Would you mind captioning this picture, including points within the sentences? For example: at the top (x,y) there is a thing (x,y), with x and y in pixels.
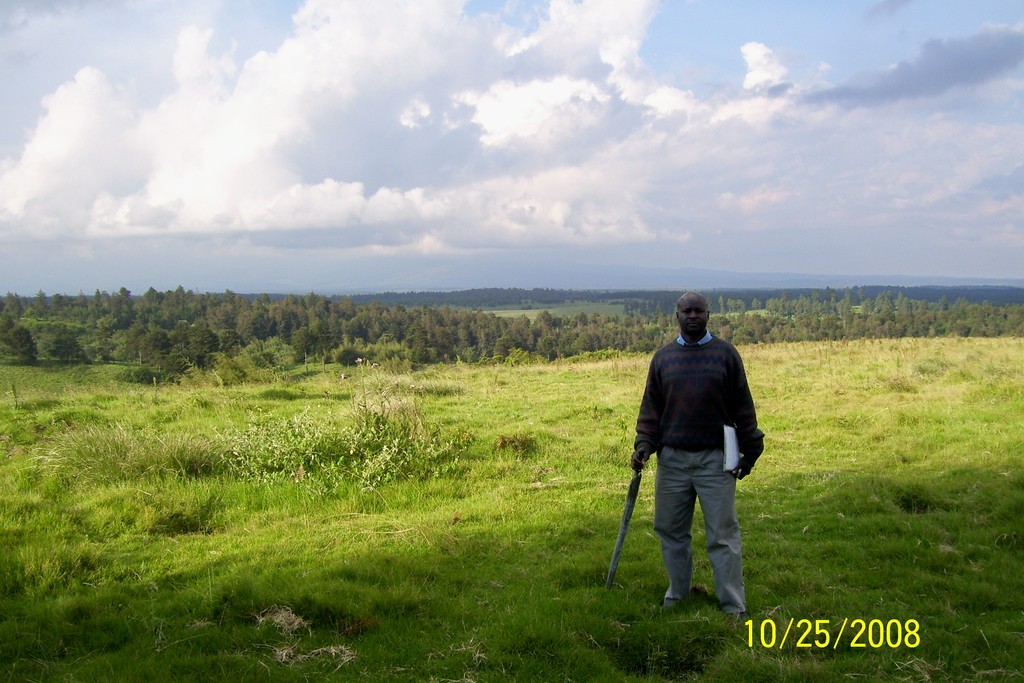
In this image, we can see a person (707,529) is standing on the grass (703,625) and holding some objects (732,462). Here we can see trees (809,326), plants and grass (478,537). Background (800,234) there is a cloudy sky (557,242). Right side (889,647) bottom, we can see a watermark (774,638). It represents date (910,632).
